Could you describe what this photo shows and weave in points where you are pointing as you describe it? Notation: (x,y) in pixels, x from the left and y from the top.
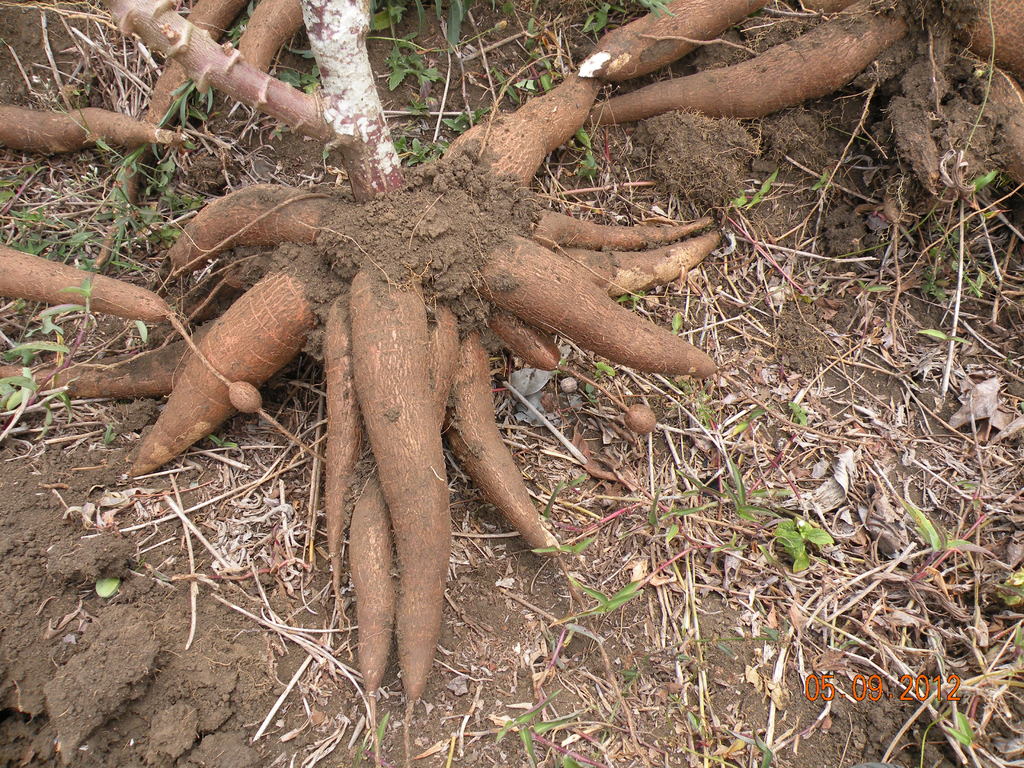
In this image I can see the tree roots (336,340) which are in brown color. I can see the grass (679,511) on the ground (630,462).
